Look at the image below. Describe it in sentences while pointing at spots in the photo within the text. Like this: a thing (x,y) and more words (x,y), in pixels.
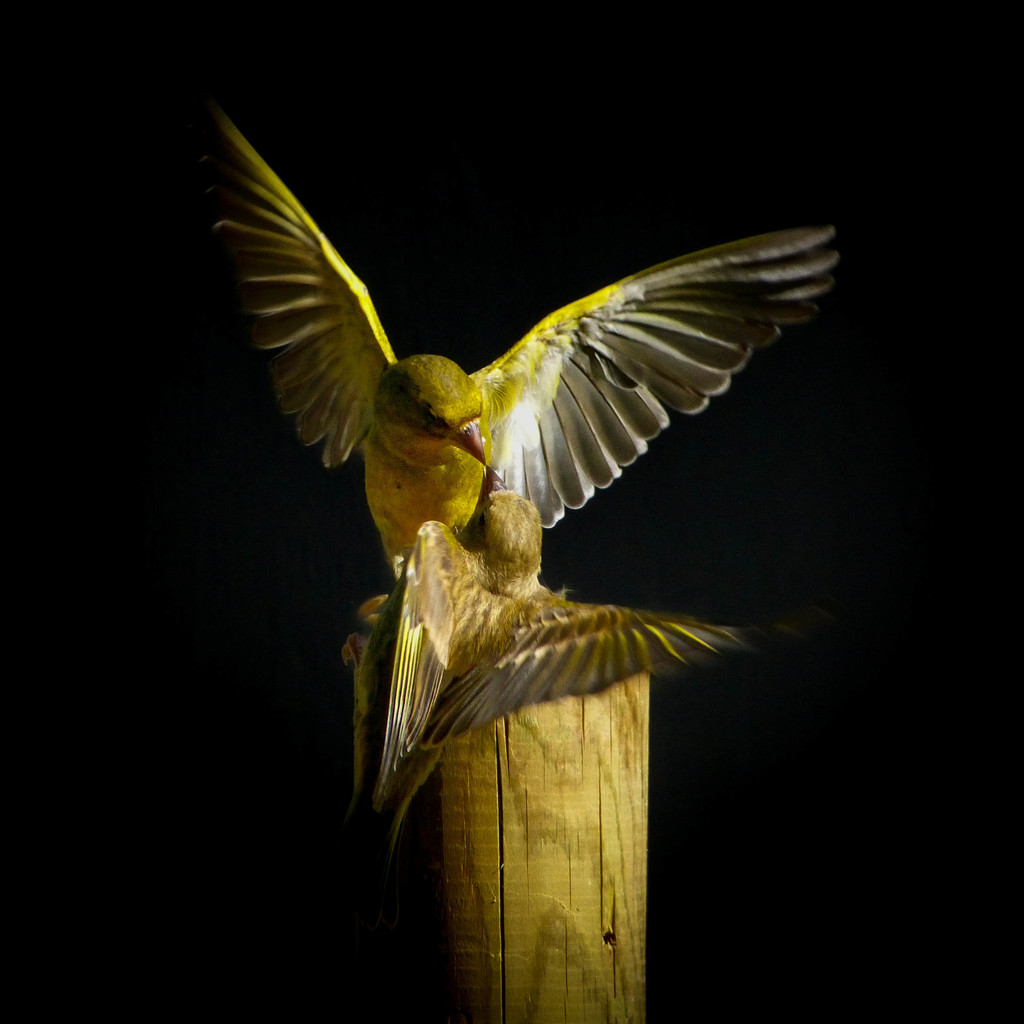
In the center of the image (528,568) we can see two birds (488,549). At the bottom (447,839) there is a log (544,876).
